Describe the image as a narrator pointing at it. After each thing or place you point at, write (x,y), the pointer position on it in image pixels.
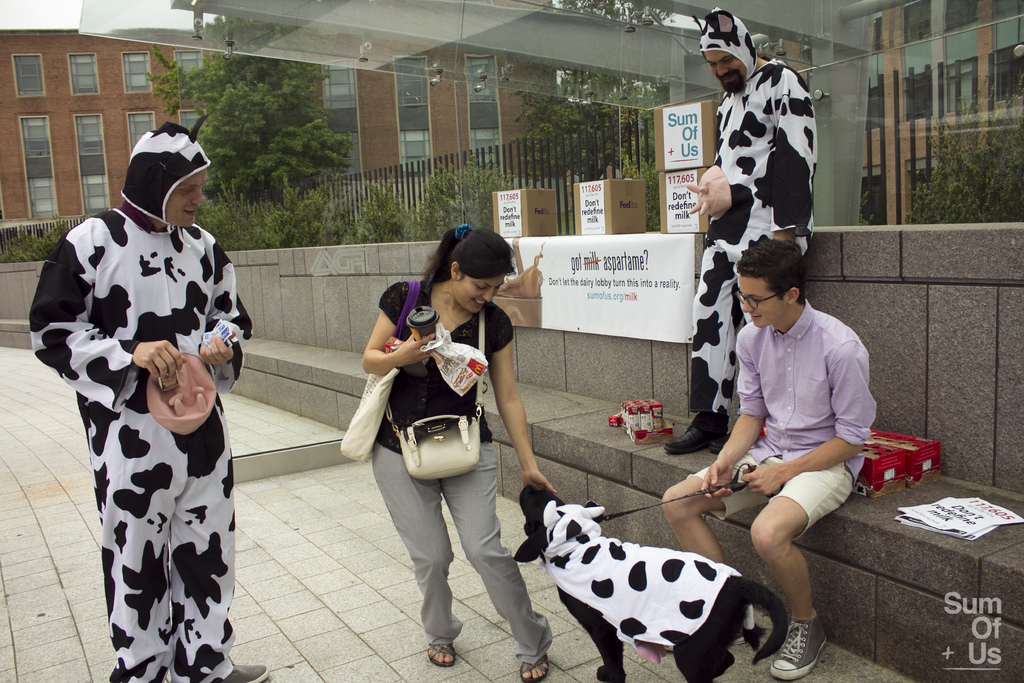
In this image I see 3 men (776,357) and a woman (497,402), who are smiling and I see a dog (684,563) over here and all of them are on the path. I can also see few things (657,419) here. In the background (461,190) I see buildings (926,8), boxes (630,220) and the trees (213,110).
